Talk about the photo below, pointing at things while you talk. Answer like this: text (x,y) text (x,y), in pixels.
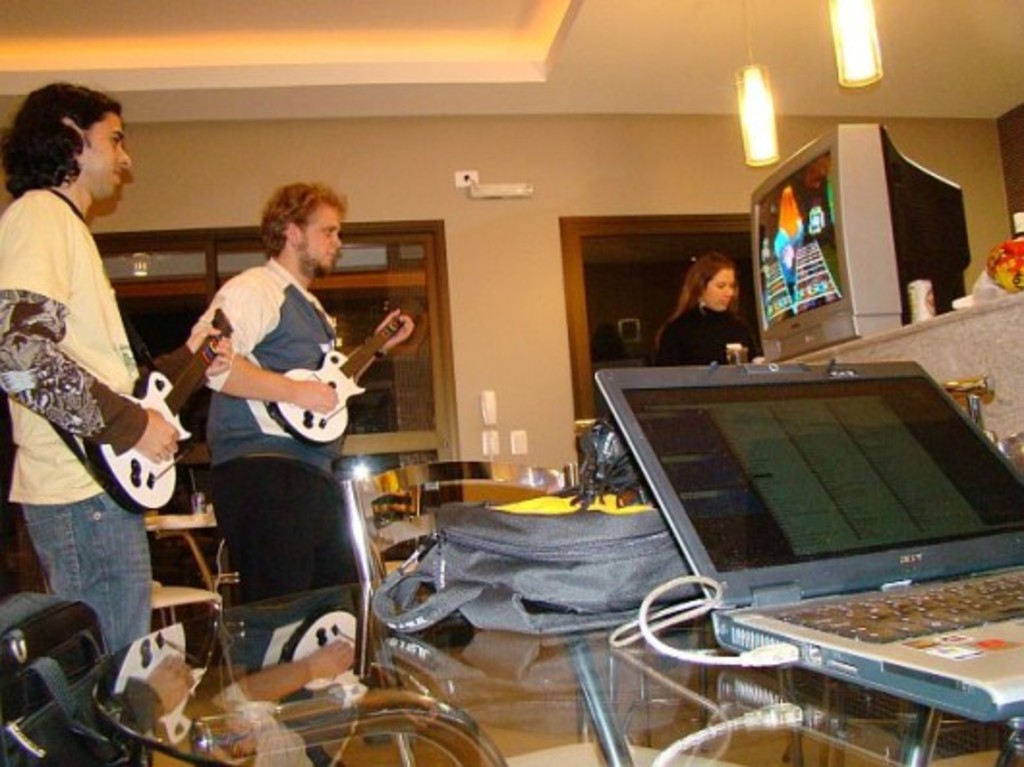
At the bottom of the image (472,757) there is a glass table (629,689) on which there is a laptop (999,664). There is a bag (505,534). In the center of the image (345,420) there are two persons (159,363) holding guitars (143,458). In the background of the image (395,148) there is wall (451,175). At the top of the image (249,50) there is ceiling (668,53) with lights (507,36). To the right side of the image (852,134) there is TV (769,345).
